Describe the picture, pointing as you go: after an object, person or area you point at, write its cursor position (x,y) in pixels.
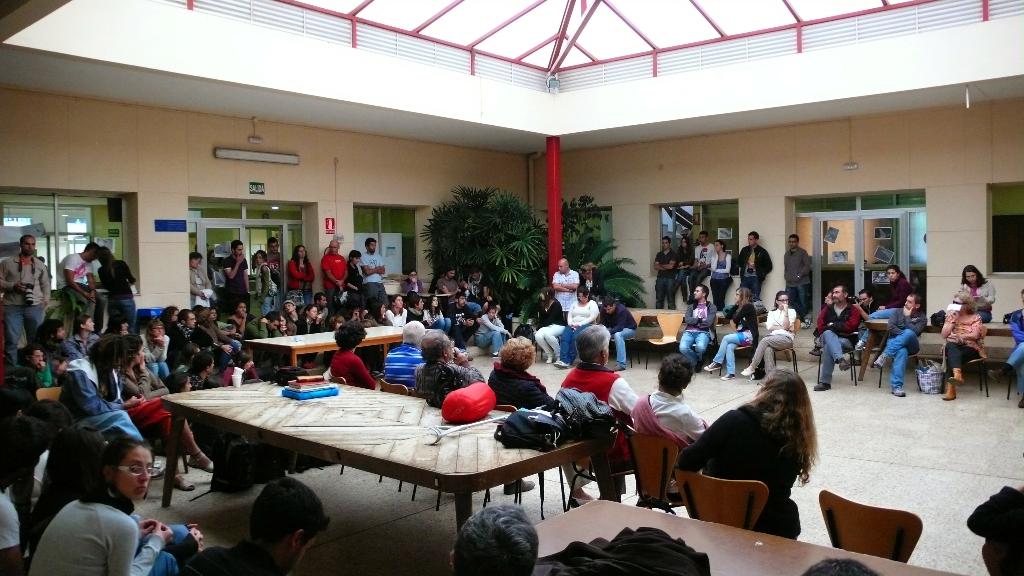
In the image there are many people (632,412) sat on chairs (655,489) and some sat on floor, this seems to be in a hall (896,168) and there are plants (532,240) on the edge of the room (552,242).
